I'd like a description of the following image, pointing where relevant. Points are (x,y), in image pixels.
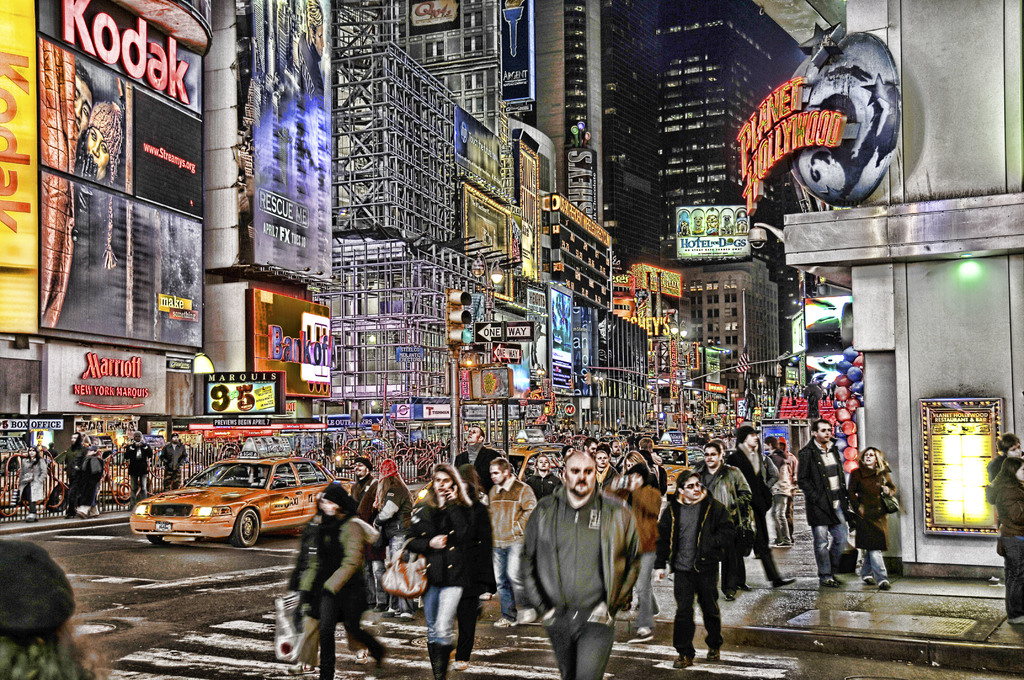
In this image I can see a painting (539,410) of buildings (612,345), vehicles (256,498) on the road (286,536) and people (509,500). I can also see some boards (245,396) attached to the buildings (377,362) and traffic lights (475,379).
